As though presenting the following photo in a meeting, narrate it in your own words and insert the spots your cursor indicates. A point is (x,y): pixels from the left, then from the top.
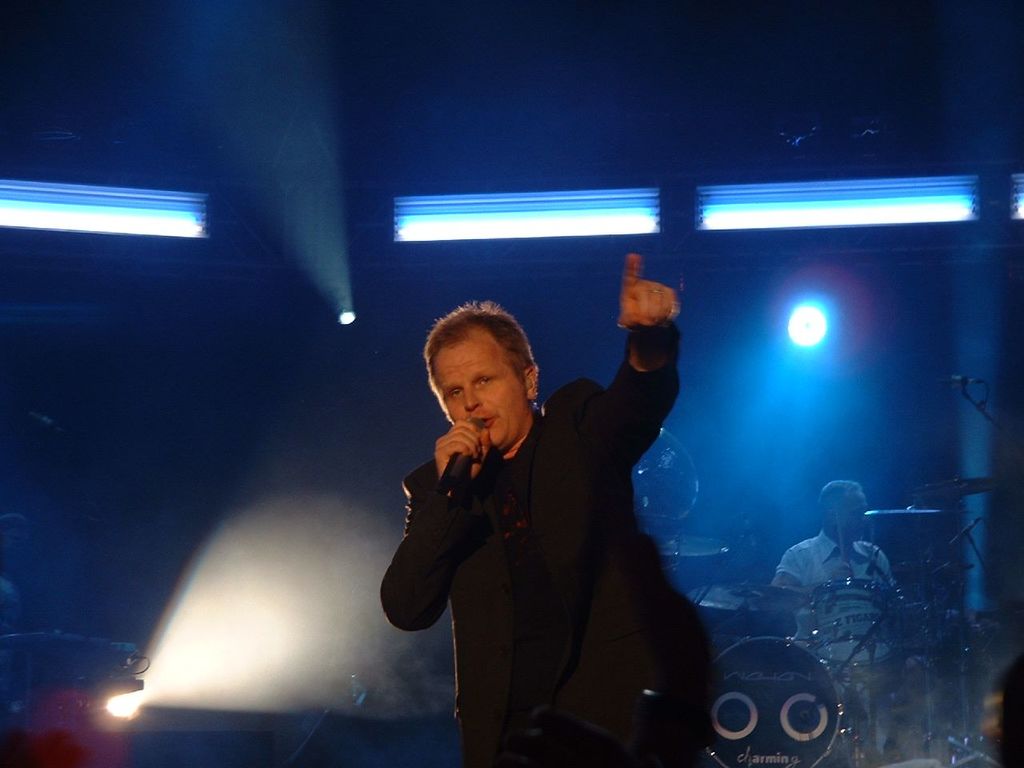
This image might be clicked in a musical concert. There are musical instruments (771,675) on the right side (866,601). There are lights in the middle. There is a person (405,506) in the middle (589,435) wearing black dress (545,549). He is holding a mic (463,483) and singing something.
